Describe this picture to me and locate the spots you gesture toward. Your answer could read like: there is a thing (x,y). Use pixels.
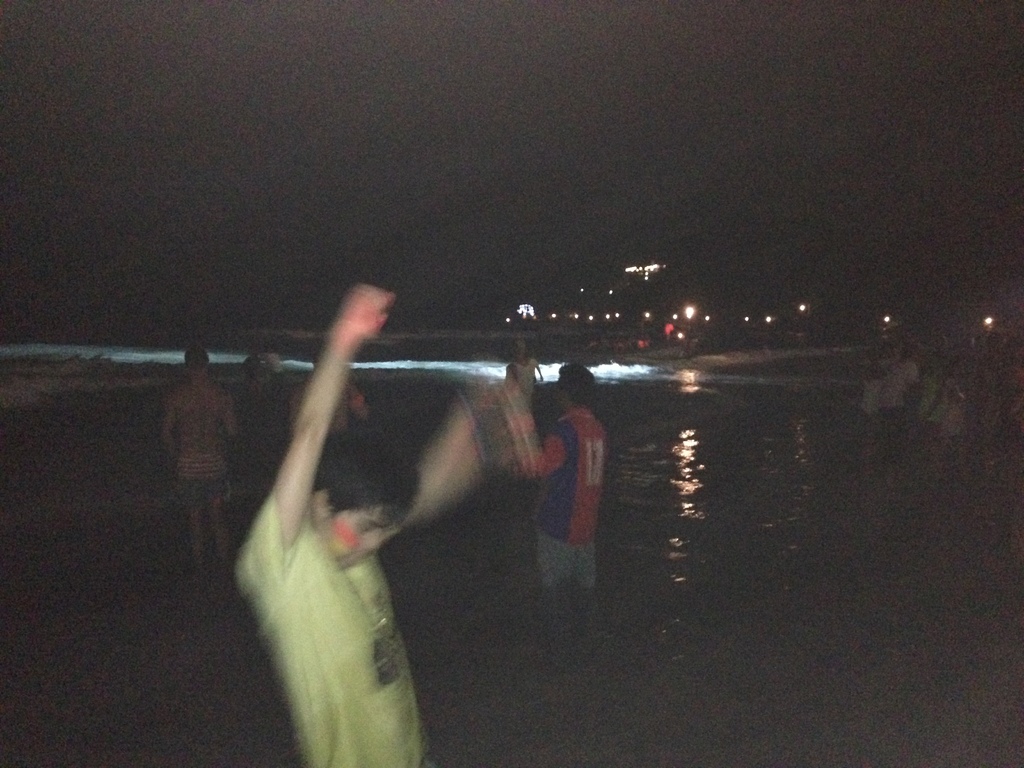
In this image we can see many people (908,390). There is water (744,597). In the background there are lights (627,271). And it is dark.
